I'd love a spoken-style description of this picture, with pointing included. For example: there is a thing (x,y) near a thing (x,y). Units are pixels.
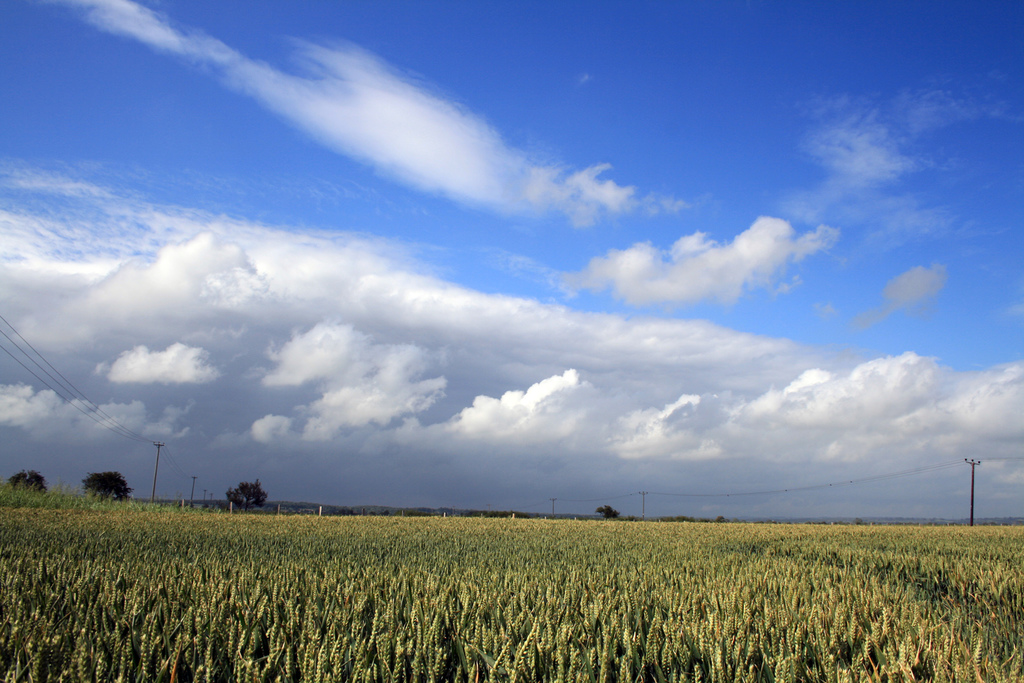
At the bottom of the image (545,563) there is a field (346,615). In the background (100,481) there are trees (111,488) and poles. We can see wires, hills (353,504) and sky (495,374).
